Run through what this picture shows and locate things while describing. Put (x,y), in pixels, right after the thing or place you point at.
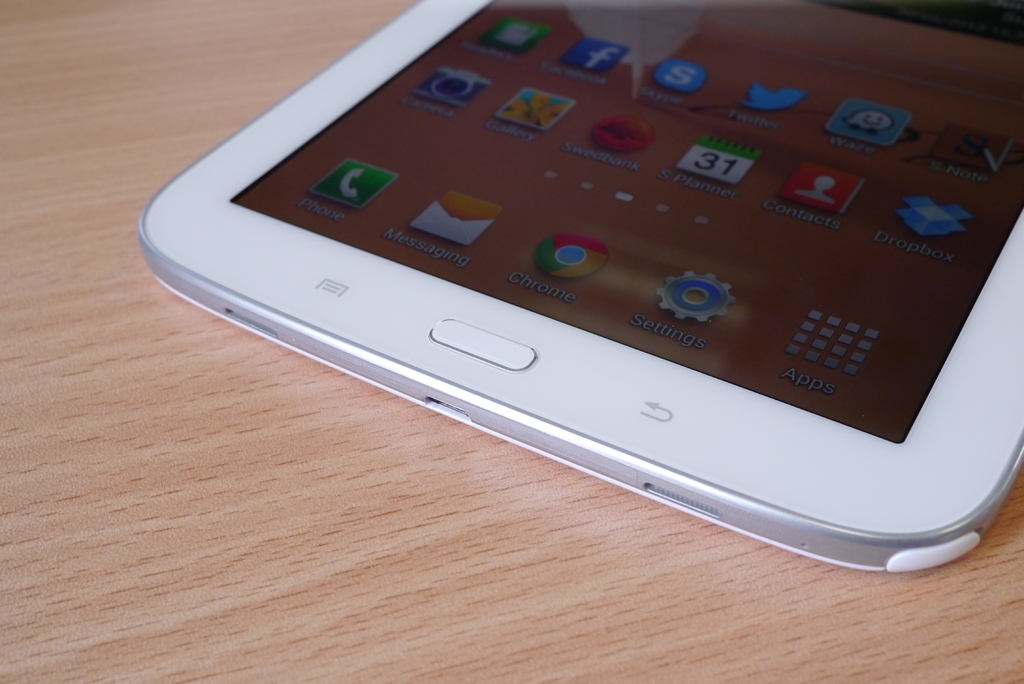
In this image I can see the white color mobile (765,542) on the brown color surface (389,538). I can see some icons (781,92) in the mobile (584,130).
